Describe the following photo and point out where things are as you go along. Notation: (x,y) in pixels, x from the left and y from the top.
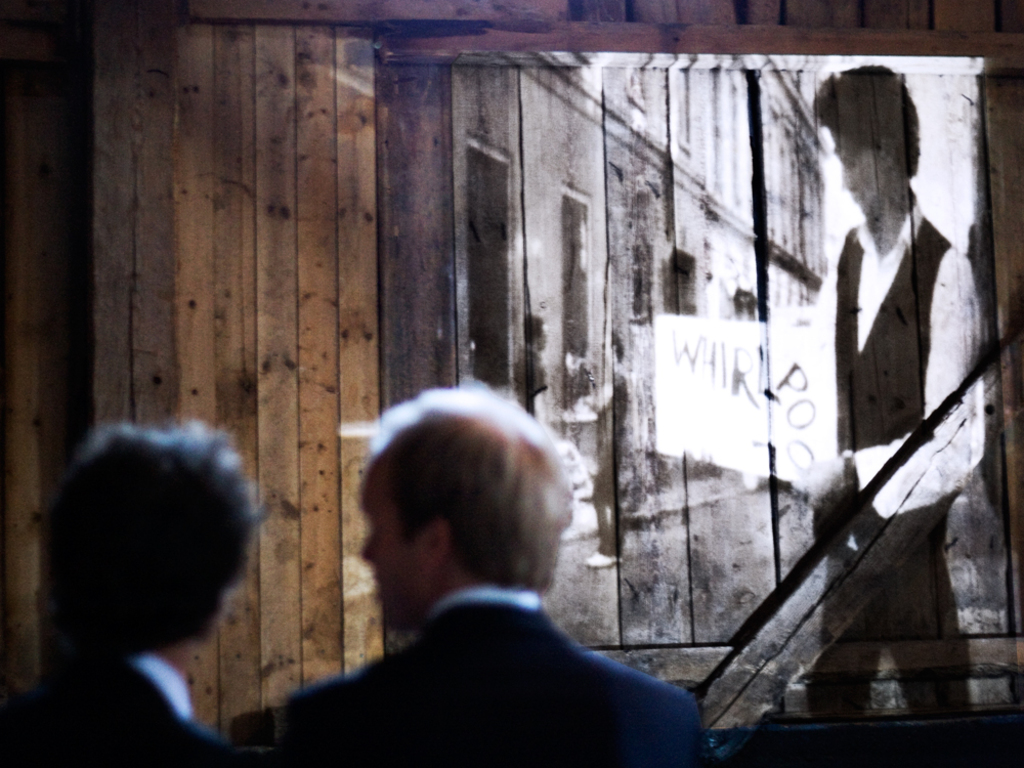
In this image we can see two people (424,494), in front of them, we can see a wooden wall (506,212), on the wall (542,215) we can see the images (637,293) of persons (935,334) in which one of them is holding a paper (675,420) and a few buildings (520,155).
